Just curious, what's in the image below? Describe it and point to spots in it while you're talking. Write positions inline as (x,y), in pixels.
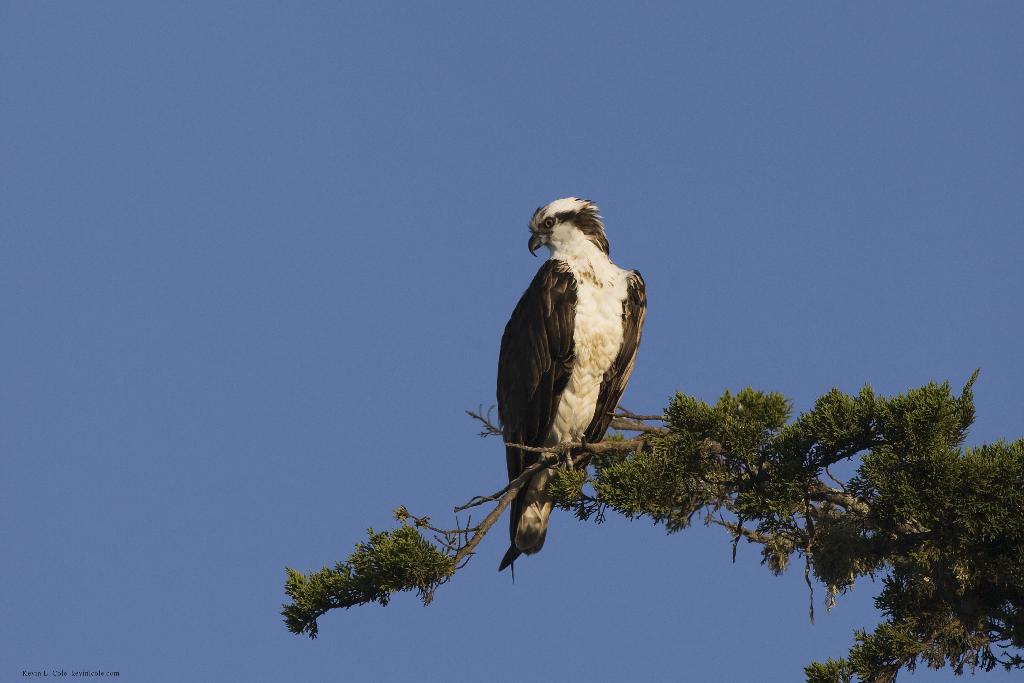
In the center of the image (573,353) we can see a bird (569,404) on the tree (611,466). In the background (332,272) there is sky (312,270).
